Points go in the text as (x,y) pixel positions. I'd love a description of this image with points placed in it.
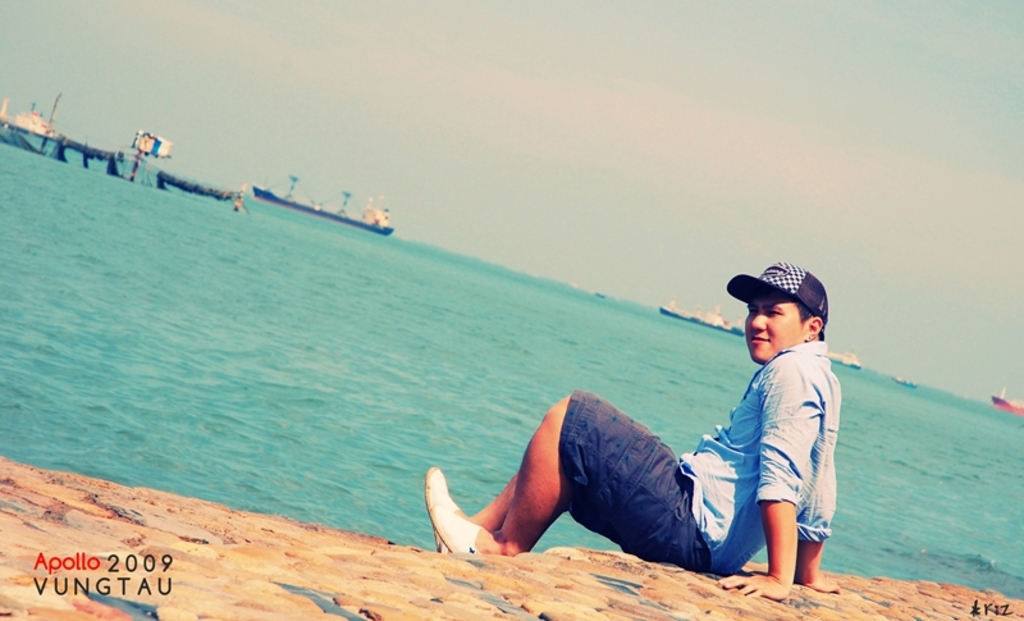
In this image I can see a man (729,520) is sitting, he wore shirt (761,463), short (633,486), cap (791,299). This is water (369,340), there are boats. At the top (604,107) there is the sky (726,102).
